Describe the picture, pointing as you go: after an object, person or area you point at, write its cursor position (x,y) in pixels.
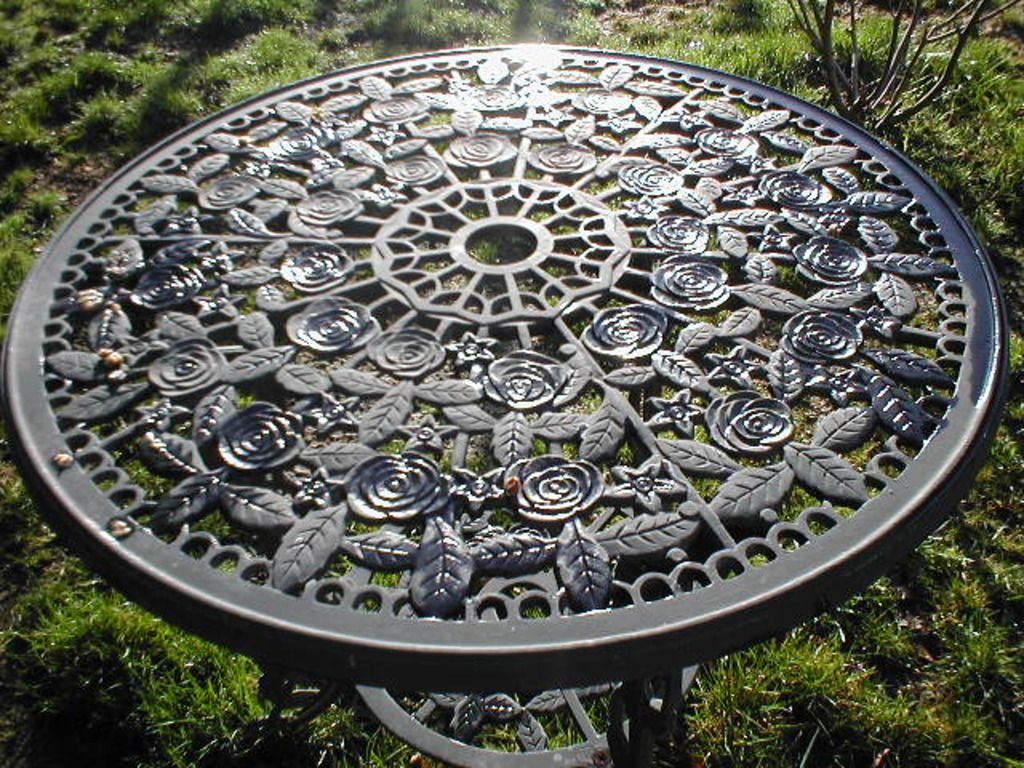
In the center of the image (644,492), we can see a table (632,213) and in the background (890,65), there is a plant (891,61) and at the bottom (873,653), there is ground (873,664) covered with grass (878,702).
